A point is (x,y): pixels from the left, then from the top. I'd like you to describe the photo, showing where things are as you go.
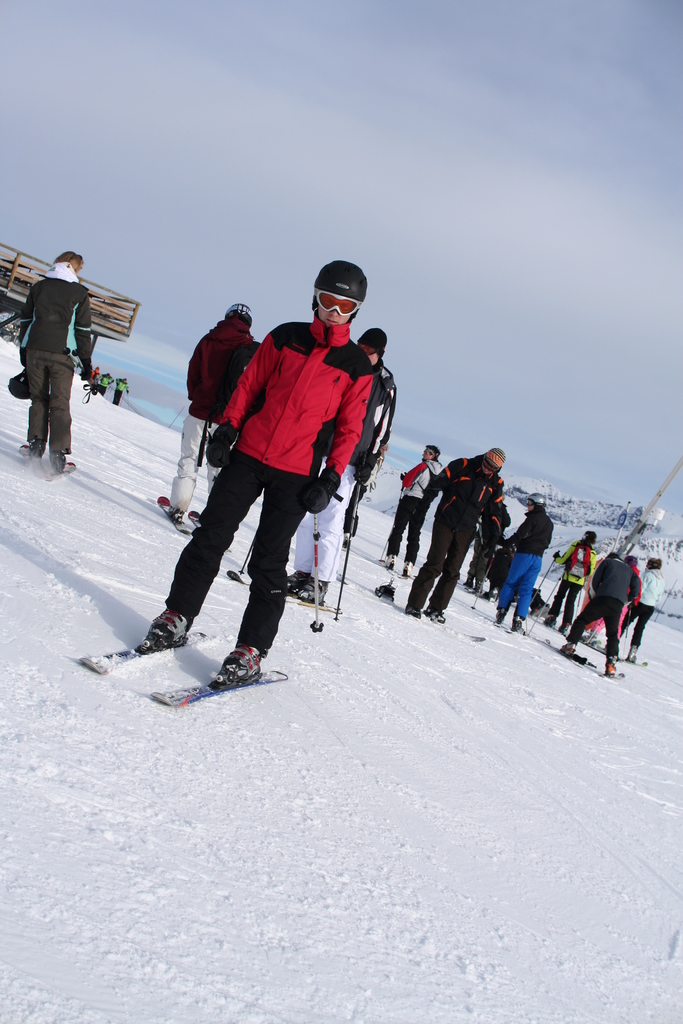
In the center of the image (309,355) we can see a man (253,555) skiing on the snow (200,664). In the background (624,579) there are people (614,577) and we can see hills (575,523). At the top (319,173) there is sky (340,133).
